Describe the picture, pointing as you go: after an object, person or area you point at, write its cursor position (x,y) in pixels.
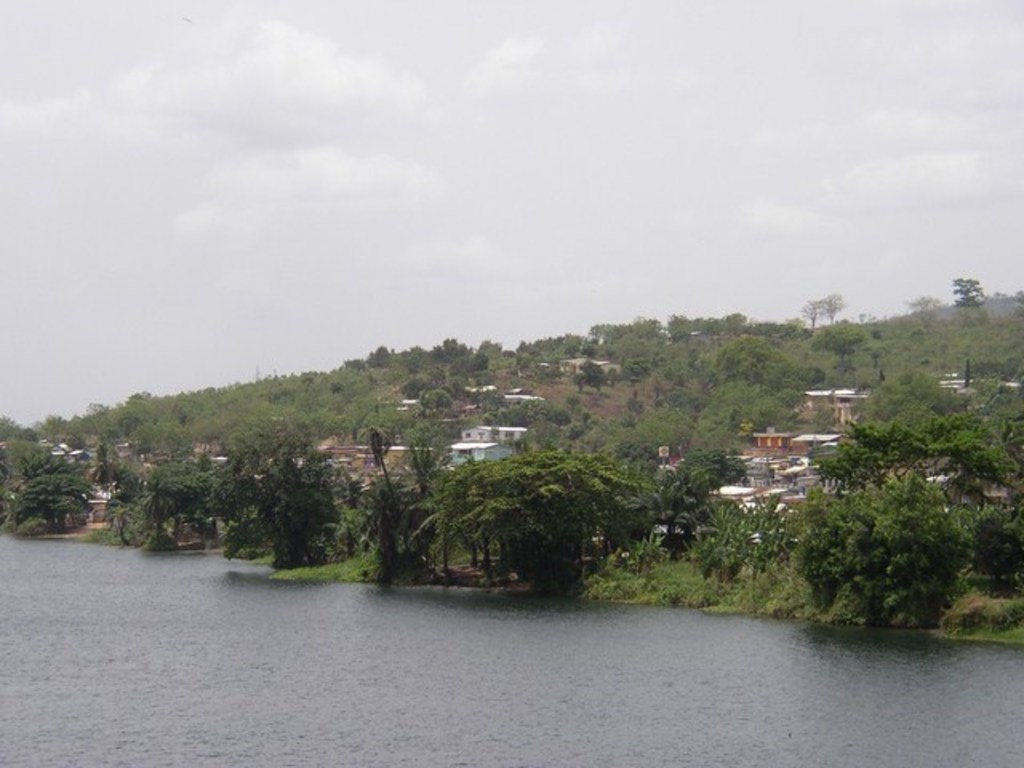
In this picture I can see few trees (542,505), buildings (740,484) and I can see water (488,680) and a cloudy sky (474,222).
